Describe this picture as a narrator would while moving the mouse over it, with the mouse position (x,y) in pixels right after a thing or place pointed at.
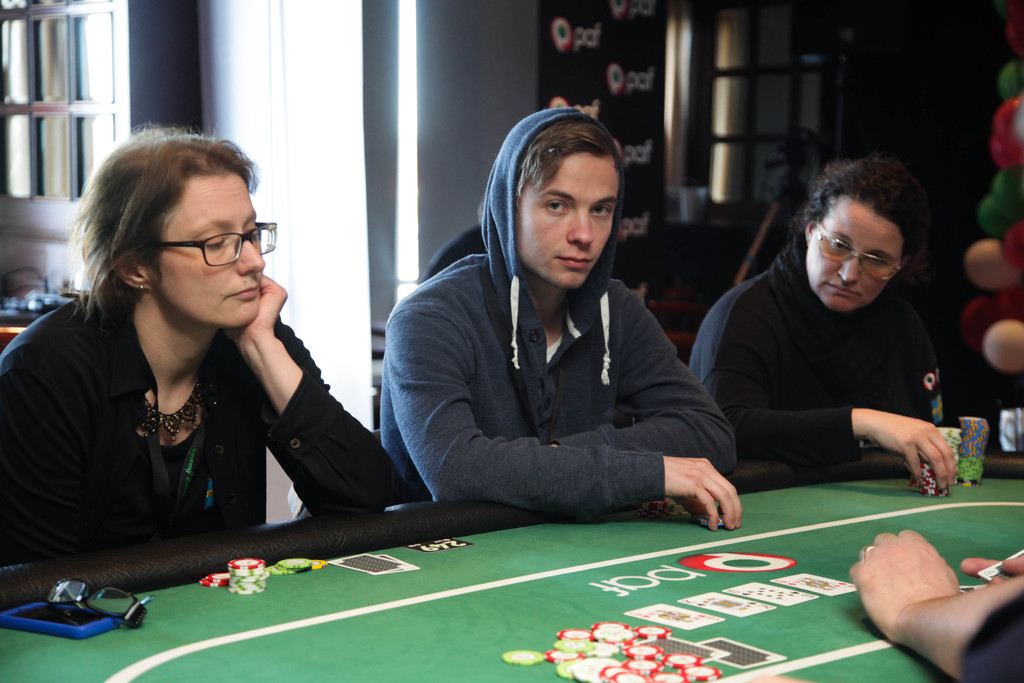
This is an inside view. In this I can see three persons (535,371) are sitting beside the table (420,565). In the background (292,111) I can see a wall (895,105) and window (62,89). On the right side of the image (978,257) few toys (993,265). The person (303,448) who is sitting at the left side (176,418) and the person (829,335) who is at the right side (880,340) are looking at the table (780,640). But the person (473,349) who is in the middle (481,338) is looking at the picture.
